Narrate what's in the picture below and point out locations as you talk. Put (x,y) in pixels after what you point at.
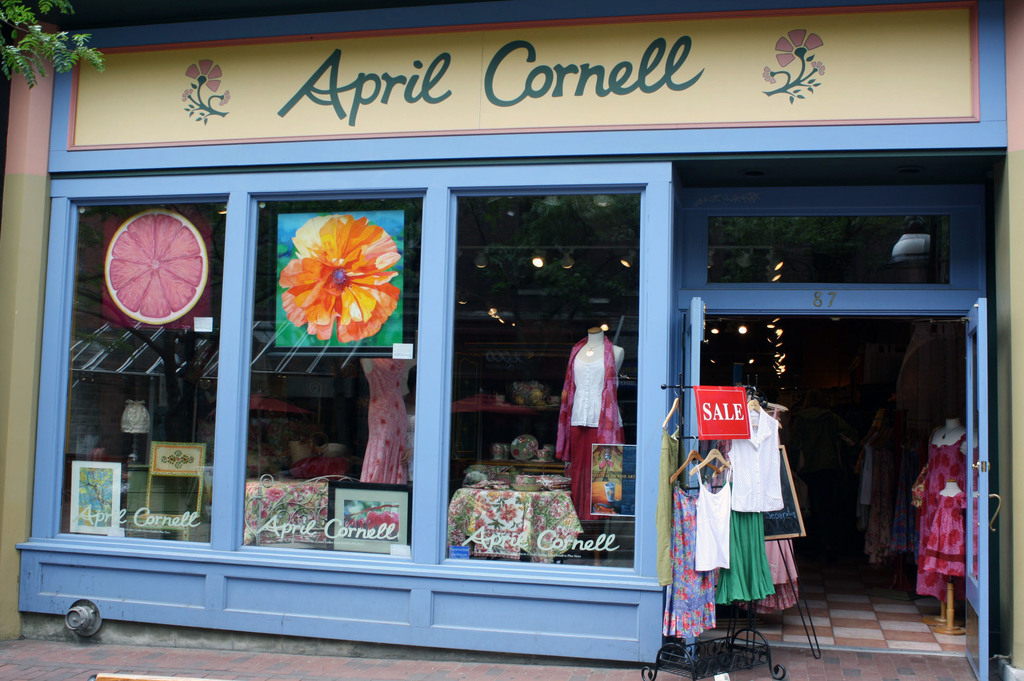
In this image in the center (568,415) there are glasses (467,412) and behind the glasses (480,429) there are cloths (571,414), tables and there are boards (118,474), there is a lamp (132,421) and on the right side (972,518) there is a door (977,524), behind the door (984,510) there is a statue (948,487) and on the statue (944,493) there is a cloth (932,515) and there are clothes (730,506) hanging and there is a board (723,431) with some text (728,413) written on it. On the top (386,103) there is text (352,119) written on the board (476,70) and on the top left (31,57) there are leaves (42,45) which are visible.
